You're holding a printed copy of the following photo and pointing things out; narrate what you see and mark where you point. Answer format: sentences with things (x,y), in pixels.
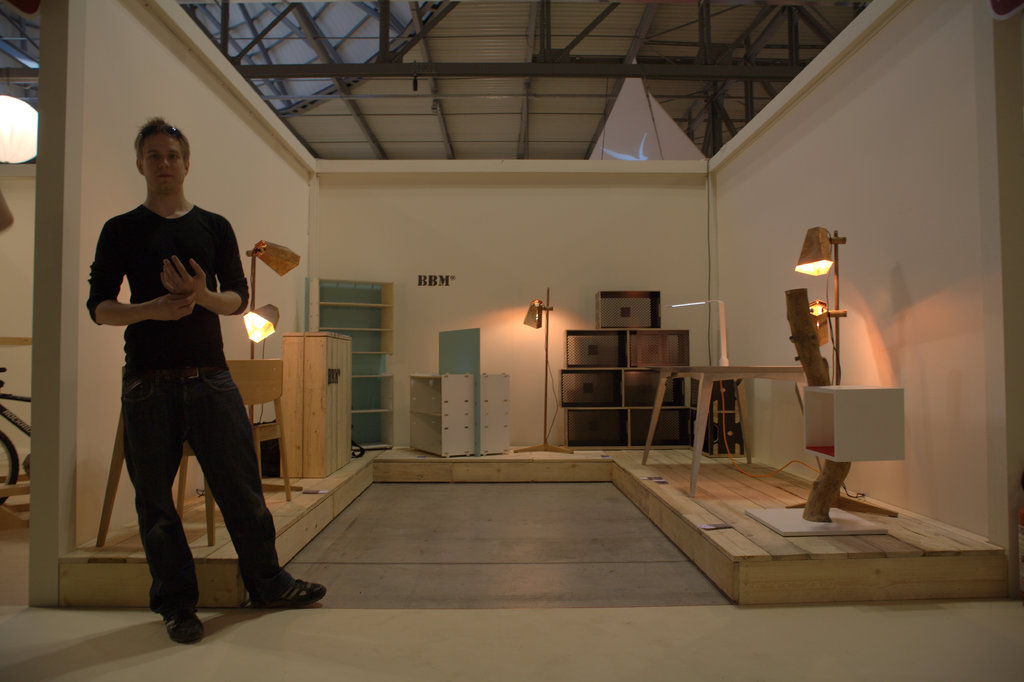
On the left side of the image (178,578) we can see a man (180,392) standing. He is wearing a black shirt (210,313). On the right (816,315) we can see a lamp (818,331). In the center (434,450) there is a stand (436,430) and a shelf (365,422). We can see a table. In the background (535,254) there is a wall (537,268) and light (25,142).
